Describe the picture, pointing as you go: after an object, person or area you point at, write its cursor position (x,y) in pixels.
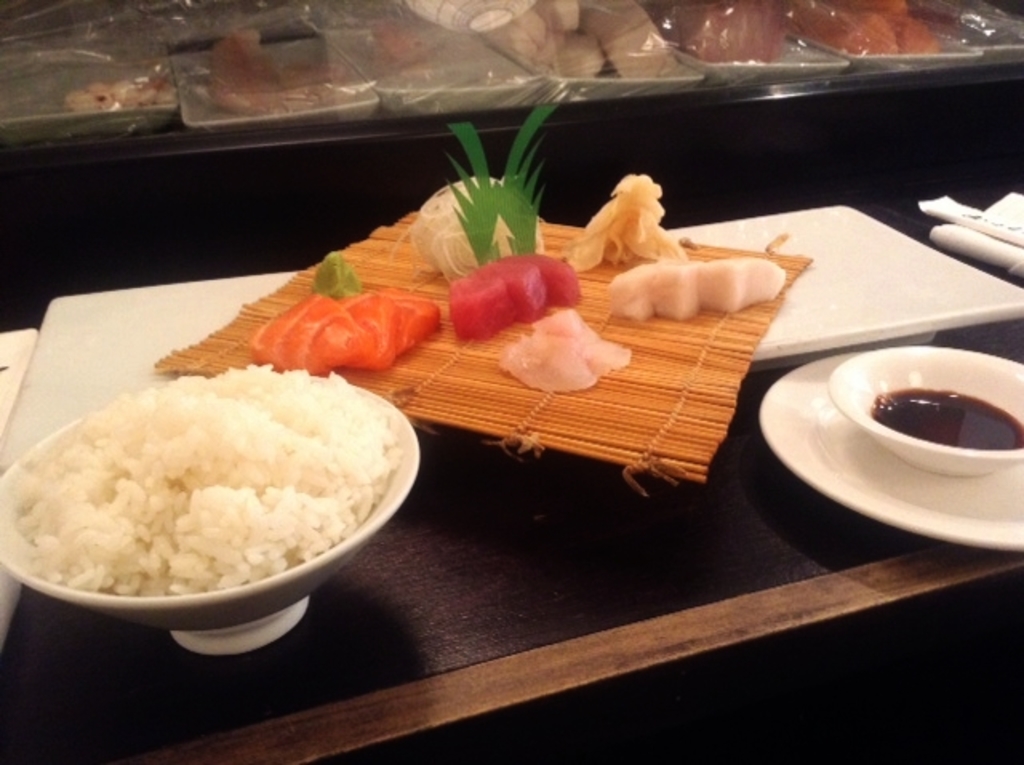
In the middle of this image (383,427), there are food items (768,281) arranged on a table (760,377). In the background (976,49), there are food items (848,41) arranged and covered with plastic cover (997,23) on another table (86,145). And the background (995,95) is dark in color.
